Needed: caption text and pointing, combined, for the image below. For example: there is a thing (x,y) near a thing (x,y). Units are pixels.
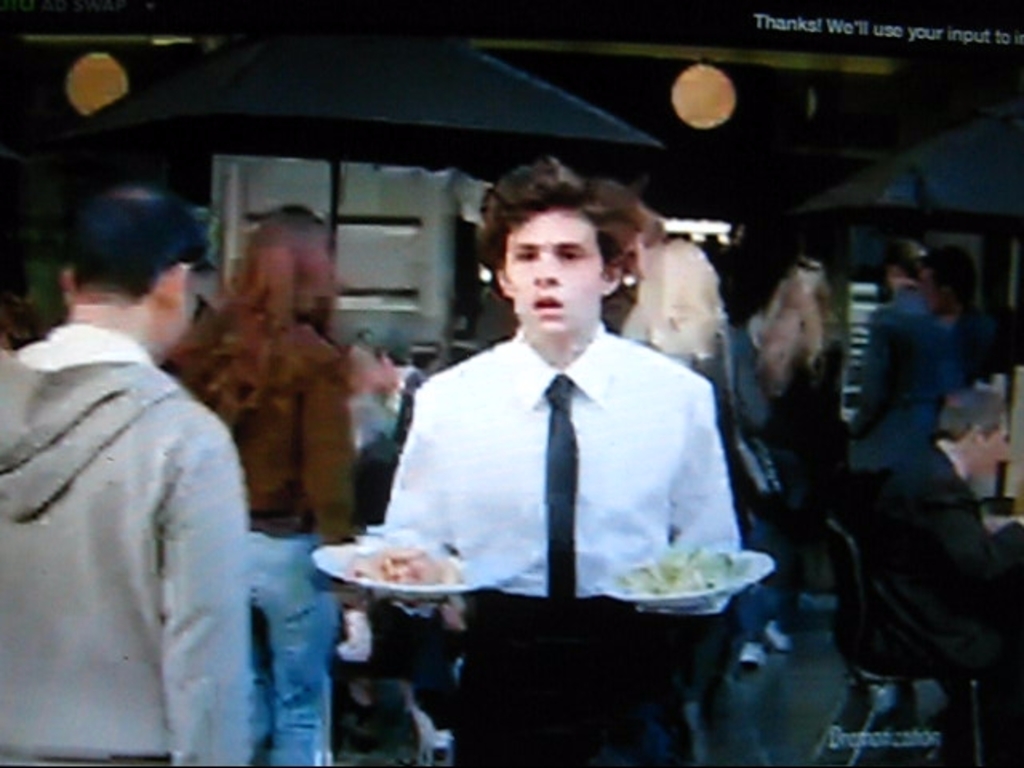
In the center of the image (598,485) we can see a person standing and he is holding some objects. On the left side of the image (169,546), we can see one person (156,607) is standing. In the background (409,303), there is a wall (435,194), one person (904,547) is sitting, few people (321,379) are standing and a few other objects (381,68).
